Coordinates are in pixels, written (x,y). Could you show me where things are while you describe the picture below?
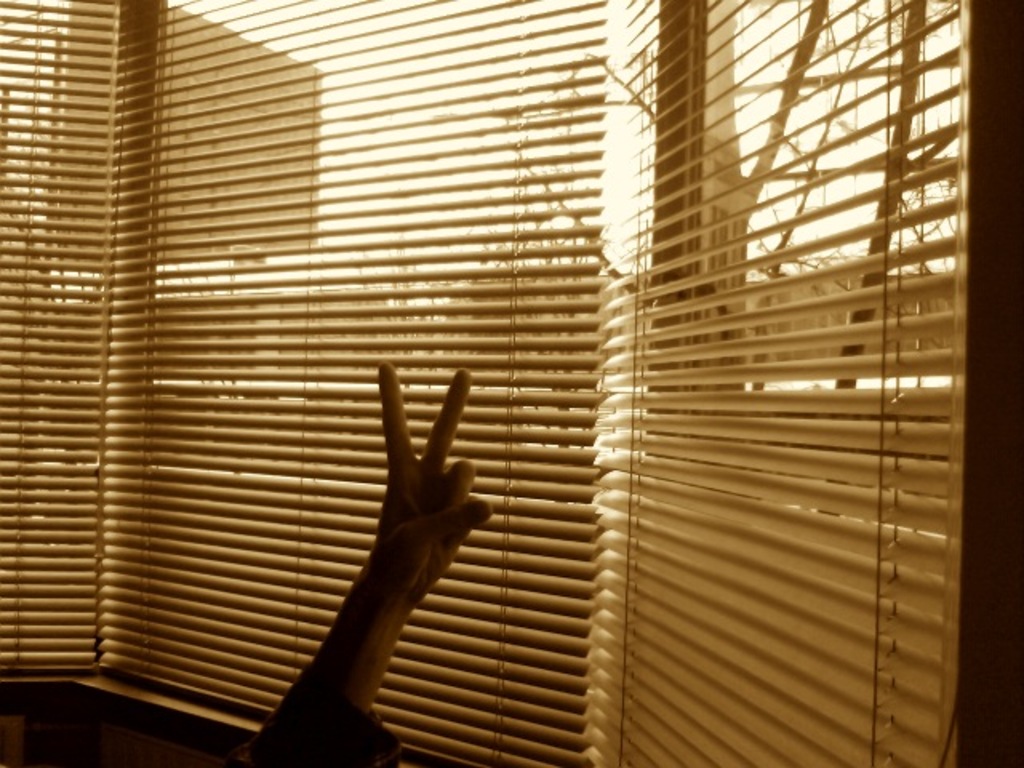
In this picture there is a person (346,719). At the back (276,405) there are window blinds (276,405). Behind the window blinds (555,478) there are trees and there is a hoarding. At the top (618,157) there is sky (614,174).
